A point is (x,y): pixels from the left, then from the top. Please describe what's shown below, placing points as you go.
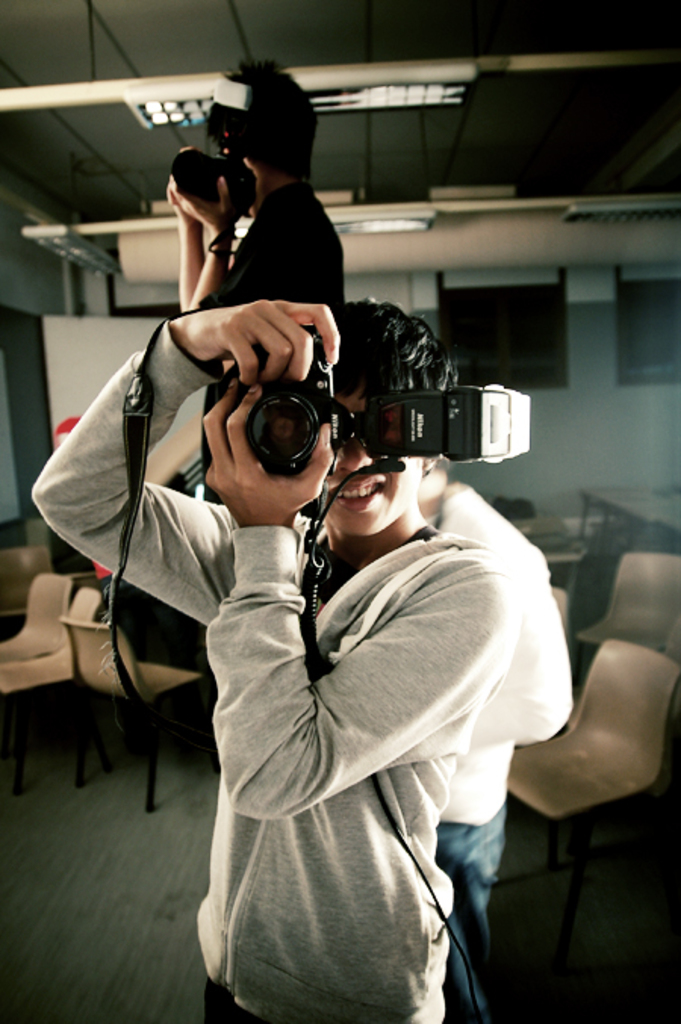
At the top (420,21) we can see ceiling (412,138) and lights (399,104). These are windows (638,336). We can see empty chairs (613,598) and table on the floor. We can see a man (301,607) standing and holding a camera (338,402) in his hands (248,403) and recording. Behind to this man (338,458) we can see other man (276,206) holding a camera (249,193) in his hands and he is standing on a chair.
